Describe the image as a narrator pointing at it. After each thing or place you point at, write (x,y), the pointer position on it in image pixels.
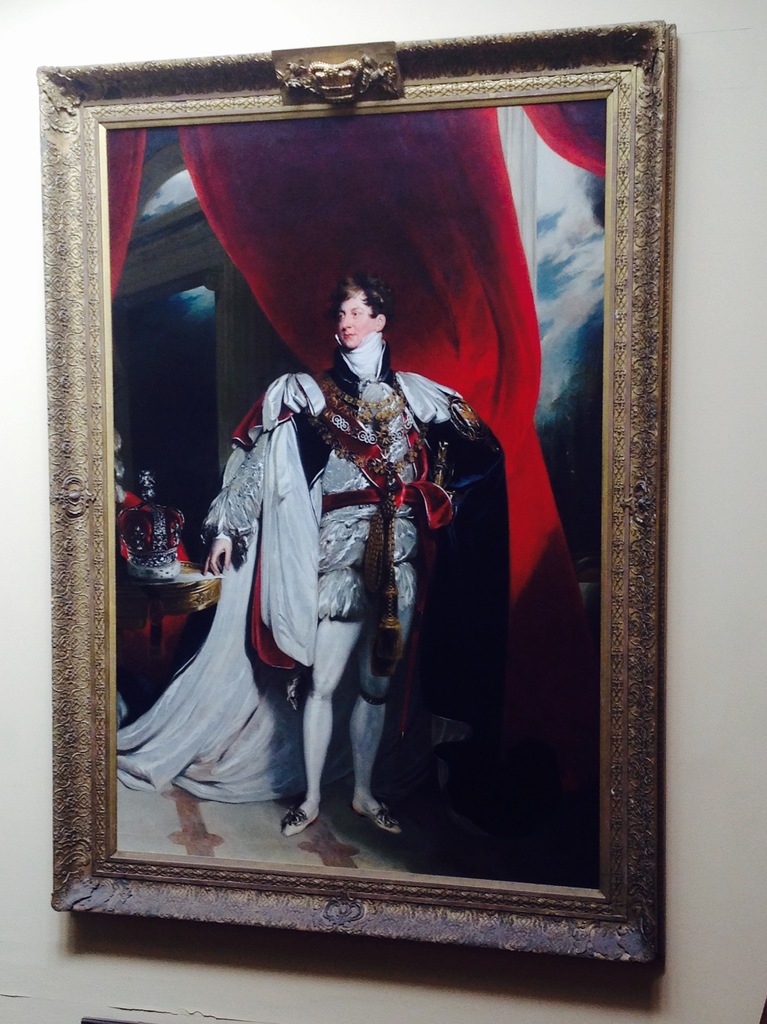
Here I can see a photo frame (531,638) is attached to the wall (705,477). On the photo frame (409,415), I can see a person (369,363) wearing costume (354,509) and standing. At the back of this person (354,285) there are red color curtains (393,238).
